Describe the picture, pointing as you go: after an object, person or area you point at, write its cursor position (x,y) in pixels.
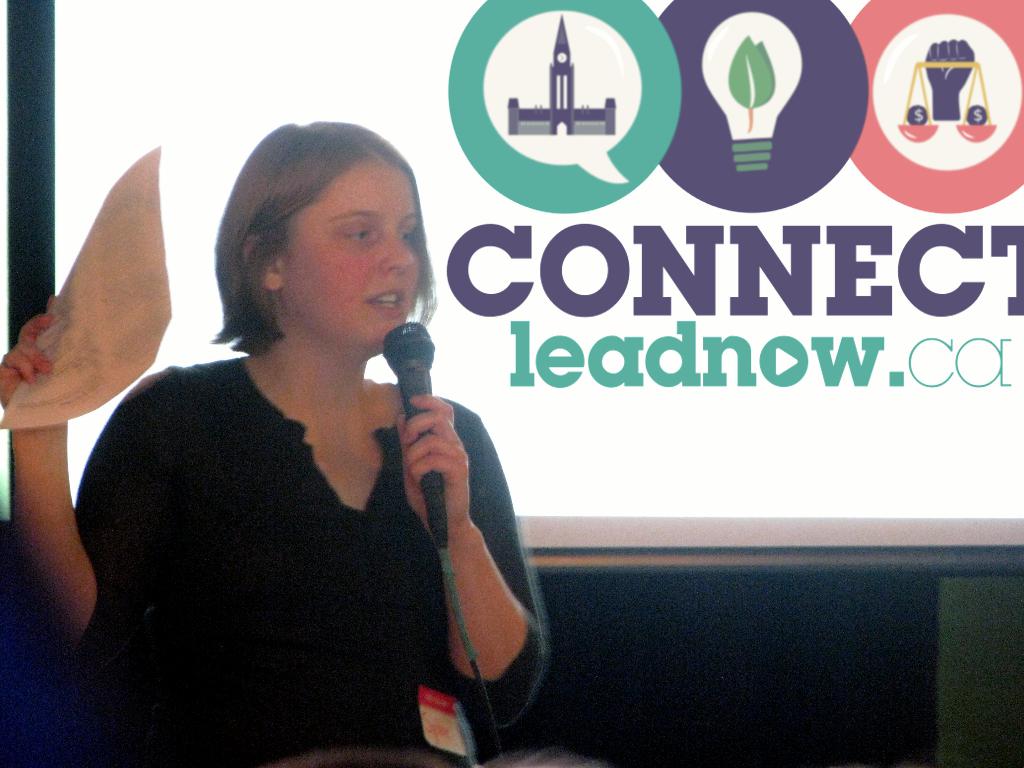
There is a lady (267,359) holding mic (402,351) and paper (106,394) is talking. In the back (374,80) there is a screen (645,195) with something written. Also there are some logos (731,80).
